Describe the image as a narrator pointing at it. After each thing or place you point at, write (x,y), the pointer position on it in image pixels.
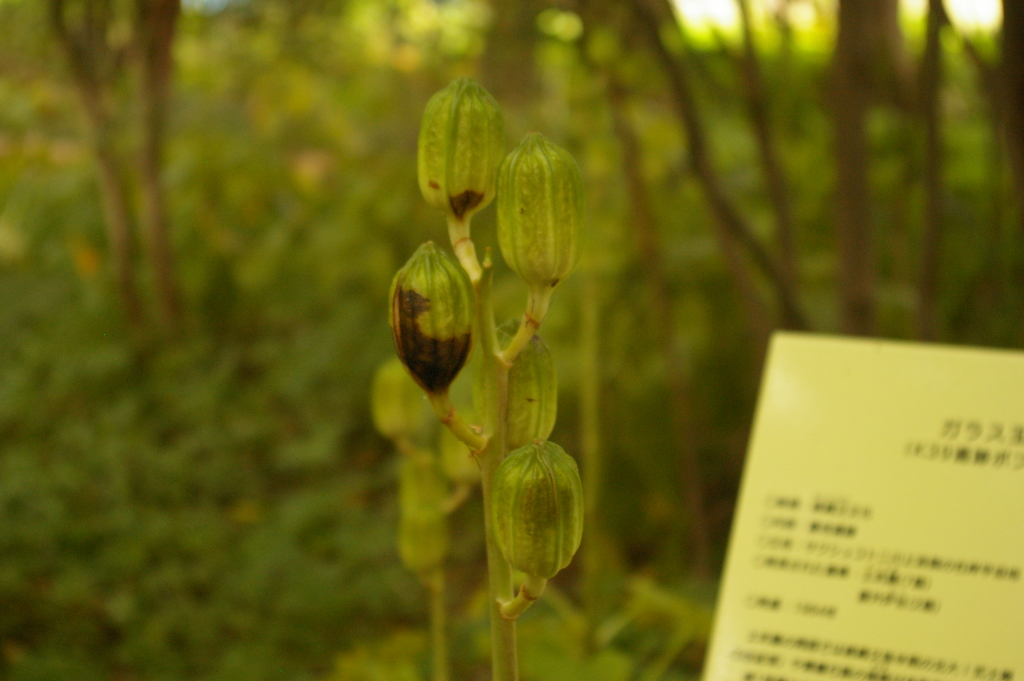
In this image I can see buds (537,424) and I can see a paper (968,439) and I can see a text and in the background (47,117) I can see trees (1016,124).
